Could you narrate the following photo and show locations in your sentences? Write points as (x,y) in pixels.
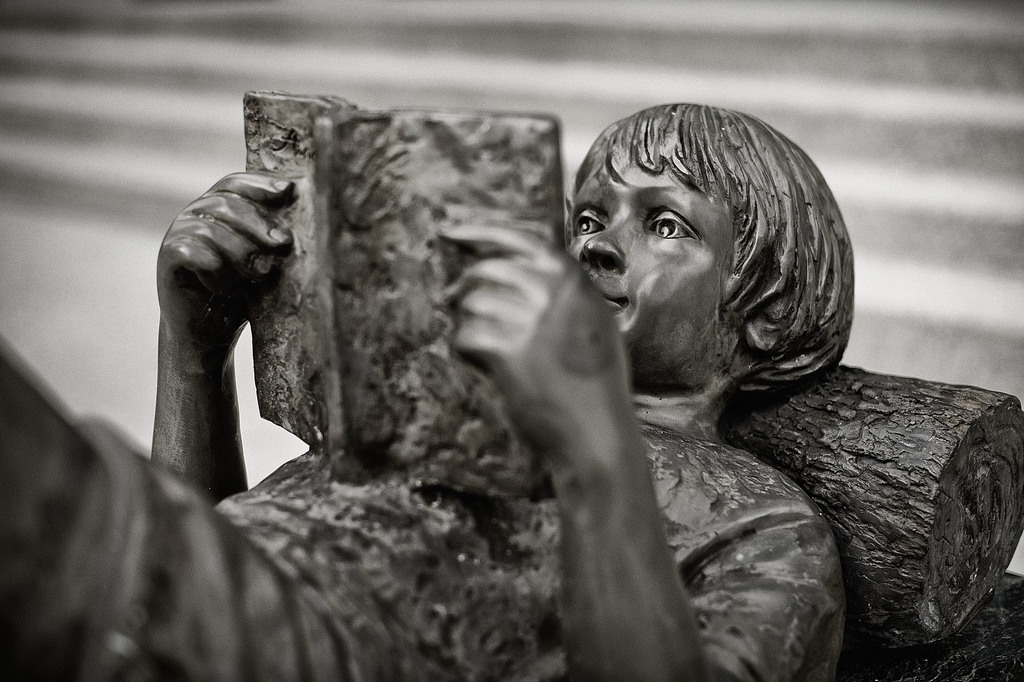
In this image I can see a person's statue (436,345) and wall (102,61). This image is taken may be in a hall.
